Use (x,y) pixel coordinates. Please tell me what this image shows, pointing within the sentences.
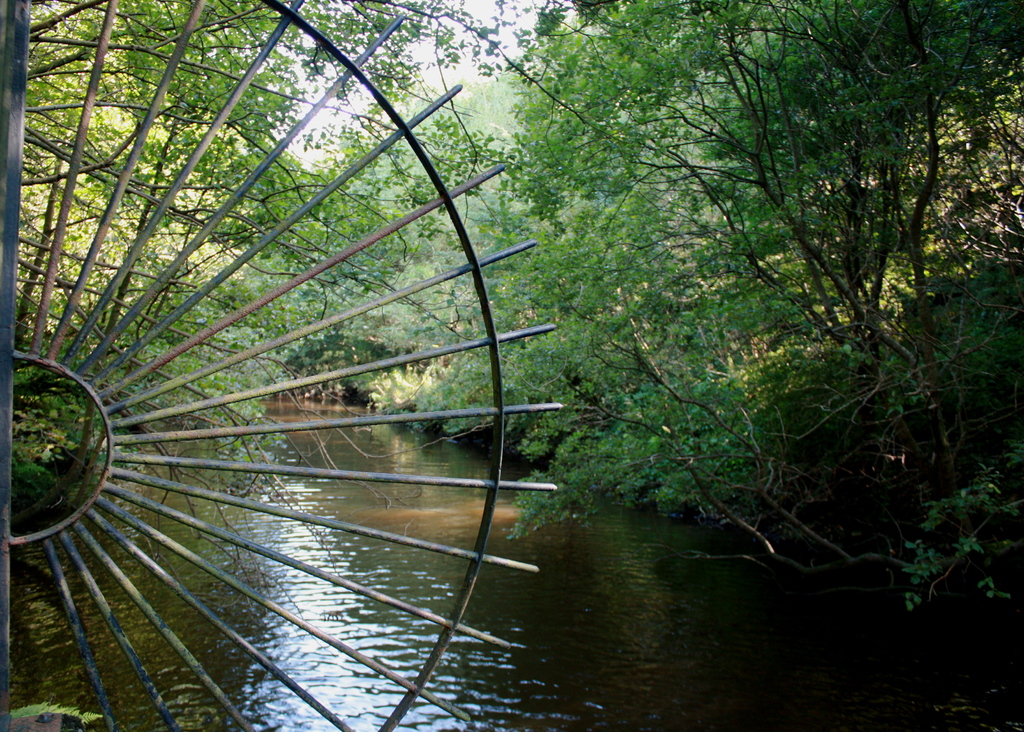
In this image we can see some trees (505,399) and plants (510,375). We can see there is a water (472,453) and there is an iron grill (418,353).
